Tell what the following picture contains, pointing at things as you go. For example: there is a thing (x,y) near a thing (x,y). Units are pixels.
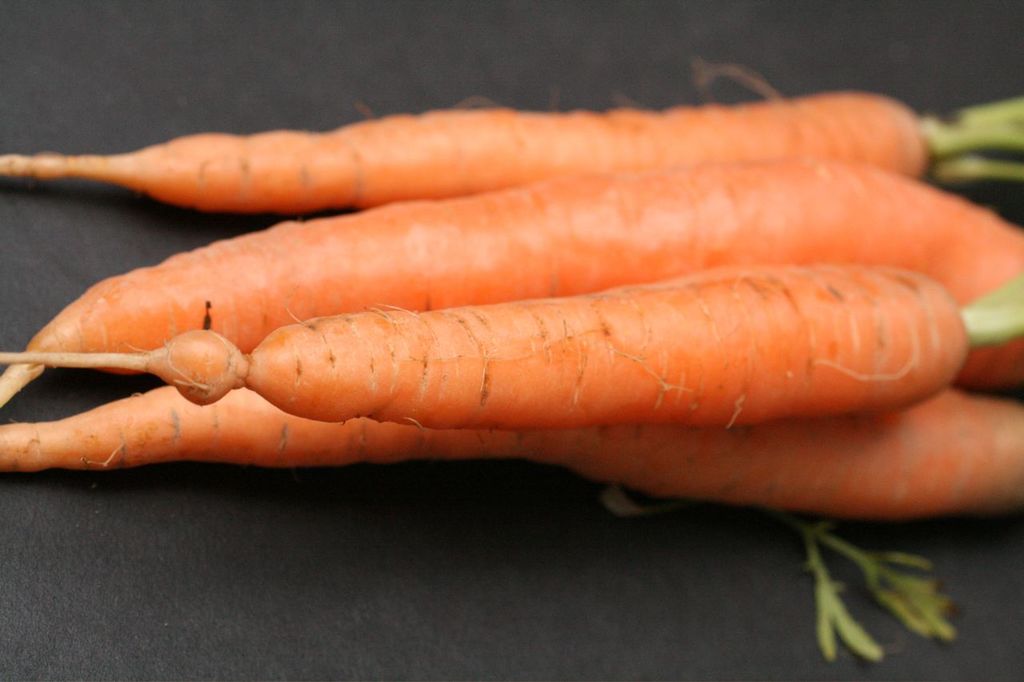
In this image we can see a carrots (469,266), it is in orange color.
